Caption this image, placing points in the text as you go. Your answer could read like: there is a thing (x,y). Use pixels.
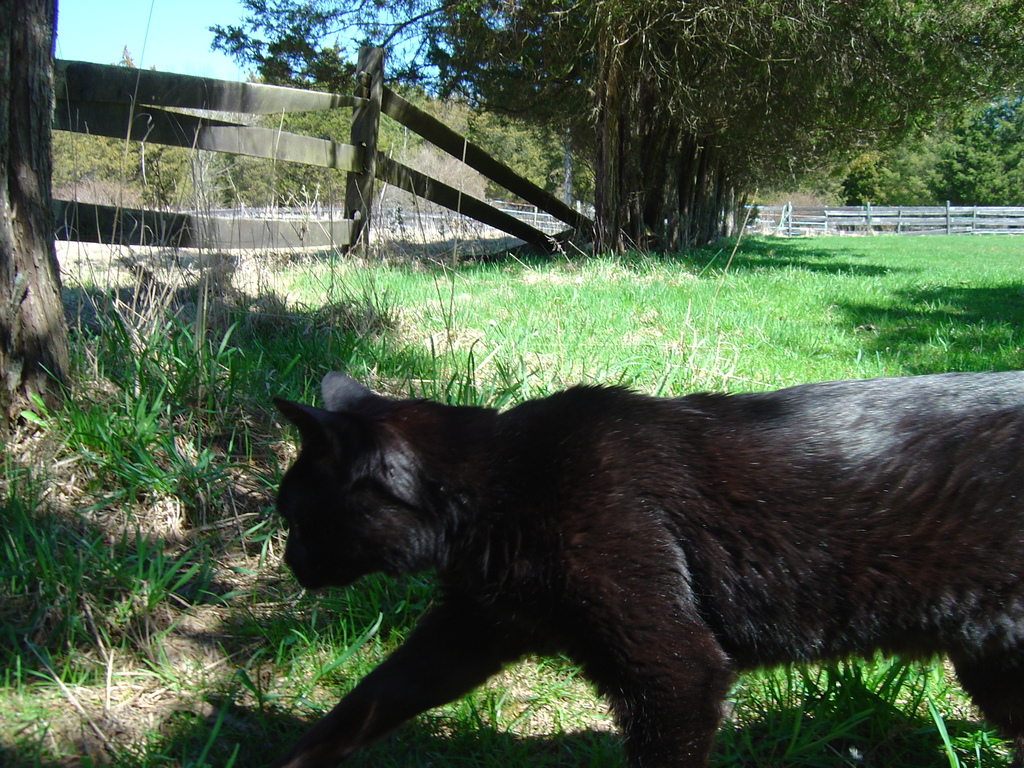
In this image we can see an animal (791,494) on the ground (255,635), there is a wooden fence (255,143), grass (253,527), few trees (726,208) and the sky (170,47) in the background (147,49).
